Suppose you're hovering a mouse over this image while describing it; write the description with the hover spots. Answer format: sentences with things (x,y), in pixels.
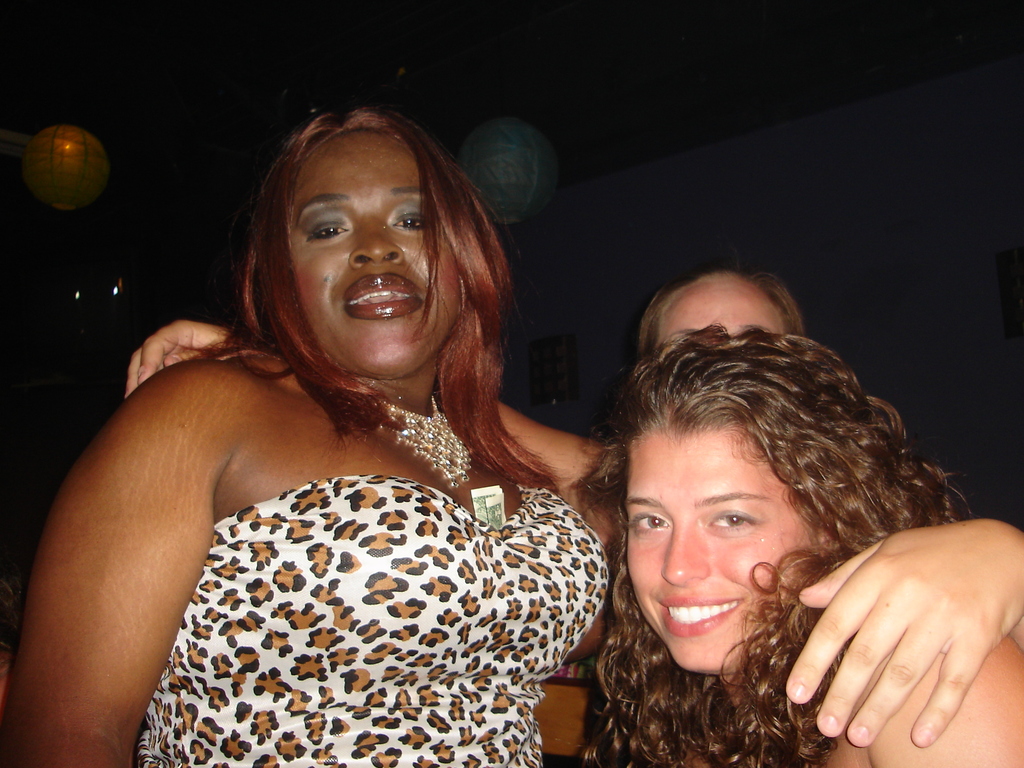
In this image there are three persons (520,433) standing on the floor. At the background (495,174) there are lights (530,160).
